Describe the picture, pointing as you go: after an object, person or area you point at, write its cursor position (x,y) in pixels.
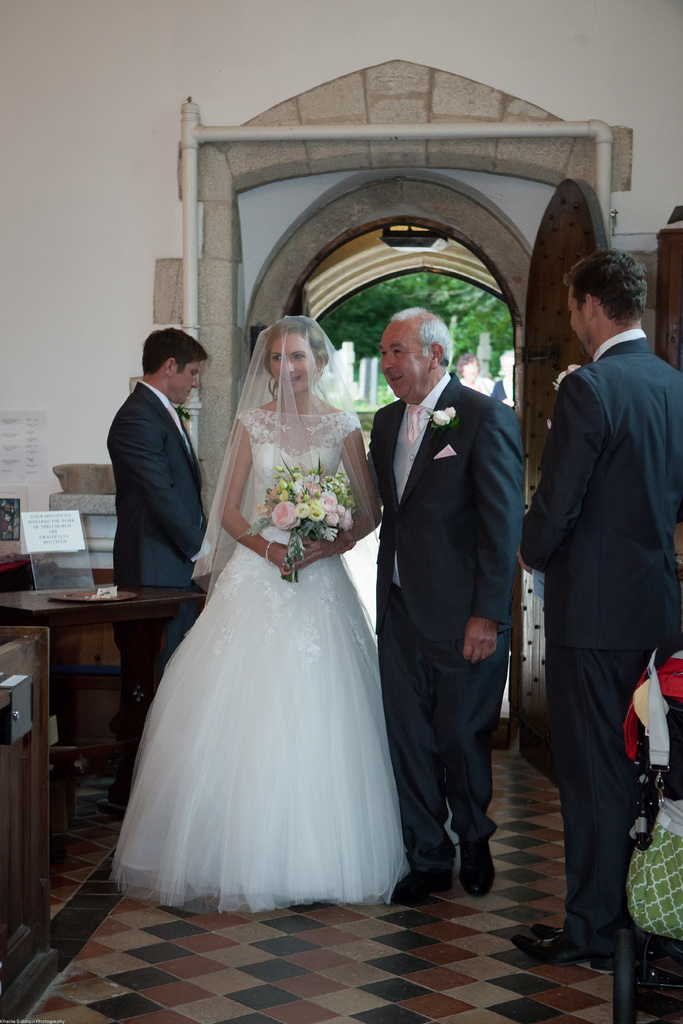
In this image we can see persons (361,609) on the floor (81,949). In the background (468,310) we can see door (528,641) and trees (347,306). On the left side of the image (157,645) we can see table (139,717).
